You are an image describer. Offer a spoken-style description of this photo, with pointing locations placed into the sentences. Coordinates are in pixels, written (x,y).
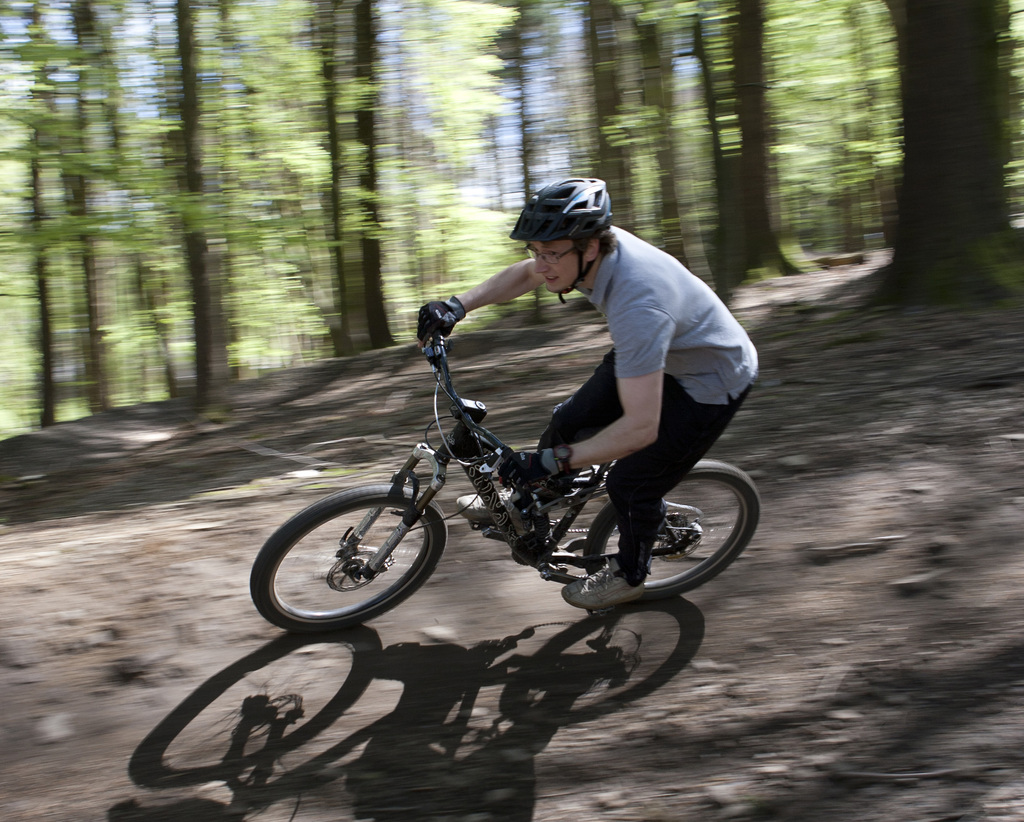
In this image we can see a person (669,311) wearing helmet (563,227) and spectacles (561,255) is riding bicycle (575,550). In the background (17,215), we can see a group of trees (877,76).
